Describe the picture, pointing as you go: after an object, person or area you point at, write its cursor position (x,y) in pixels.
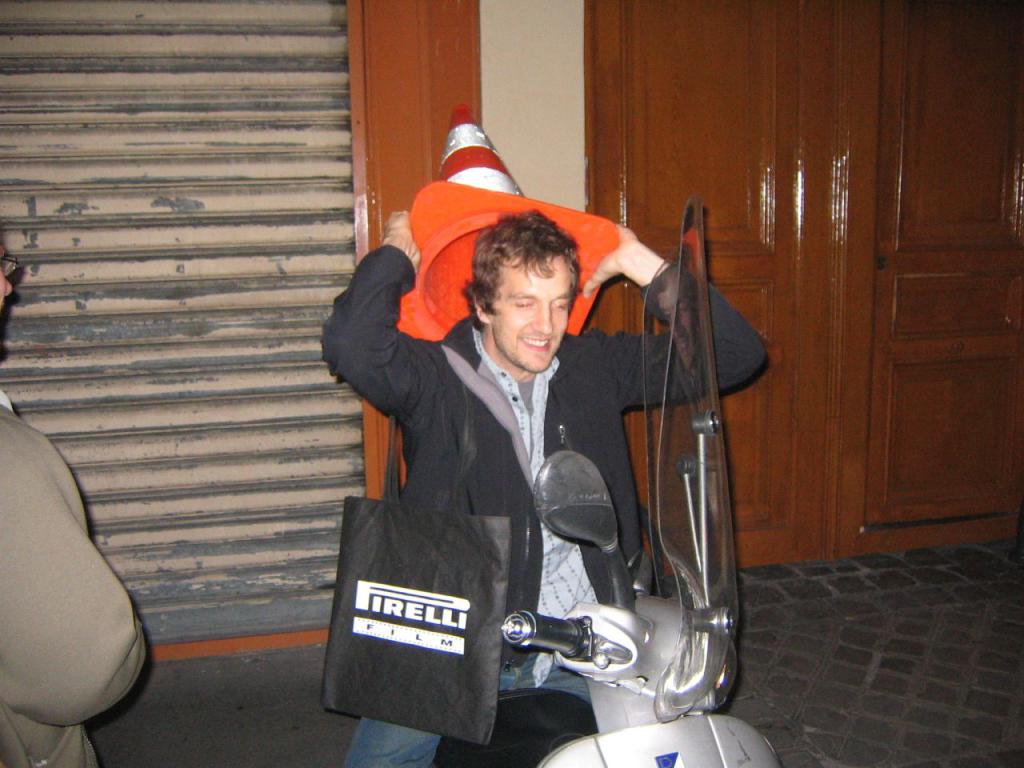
This picture shows a man (533,350) seated on the scooter (647,323) and he wore a bag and he is holding a cone (522,209) with his hands (615,268) and we see a house (391,7) and we see a man (14,660) standing on the side and we see a door (996,412).
